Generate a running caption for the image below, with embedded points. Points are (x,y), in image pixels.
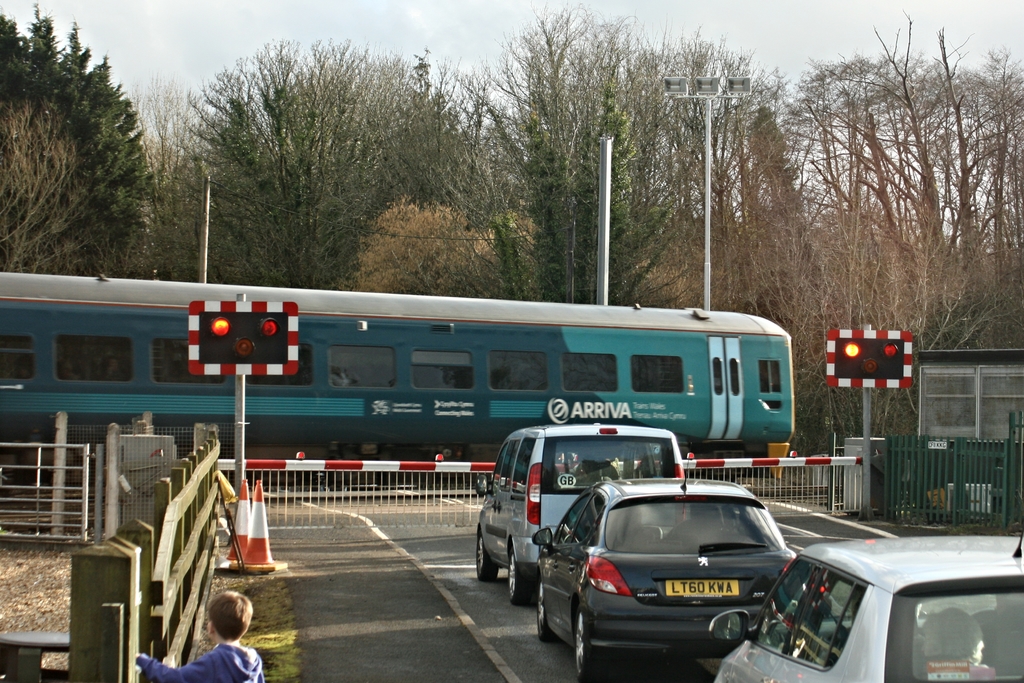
In this picture there is a train (396,310) on the railway track (472,479). Here we can see three cars (646,584) which is on the road (469,608). Here we can see gate (481,466) and traffic signal (864,419). On the bottom left (193,675) there is a boy (172,679) who is wearing hoodie (249,666) and standing near to the wooden fencing (188,588). Here we can see traffic cones (241,523). On the right (954,369) there hut (938,378) which is near to the steel fencing (977,470). On the background (390,115) we can see trees (632,240), street light (709,115) and pole (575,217). On the top (732,29) we can see sky (279,7) and clouds (281,21).
